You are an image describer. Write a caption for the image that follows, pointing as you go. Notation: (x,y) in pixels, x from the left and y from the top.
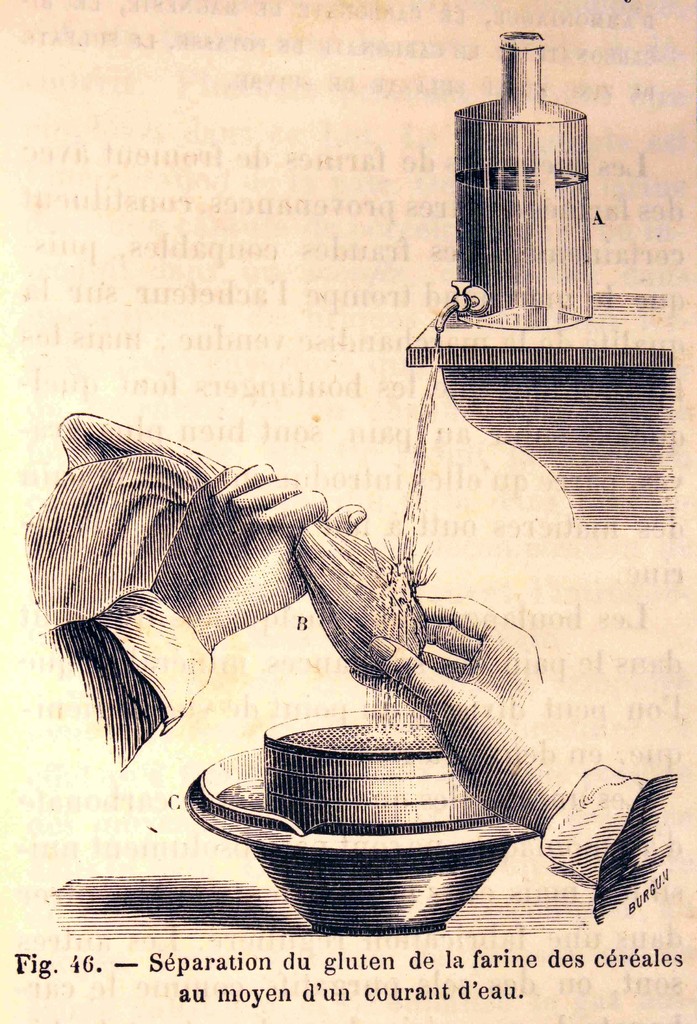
In the picture I can see an art of a person's hand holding some cloth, here we can see the bowl (406,900) placed on the surface (512,926), we can see a container (541,260) with tap (480,294) is placed on the surface (532,366). In the background of the image (329,359) we can see some text (460,537) and here we can see the watermark (576,957) at the bottom of the image (630,959).
